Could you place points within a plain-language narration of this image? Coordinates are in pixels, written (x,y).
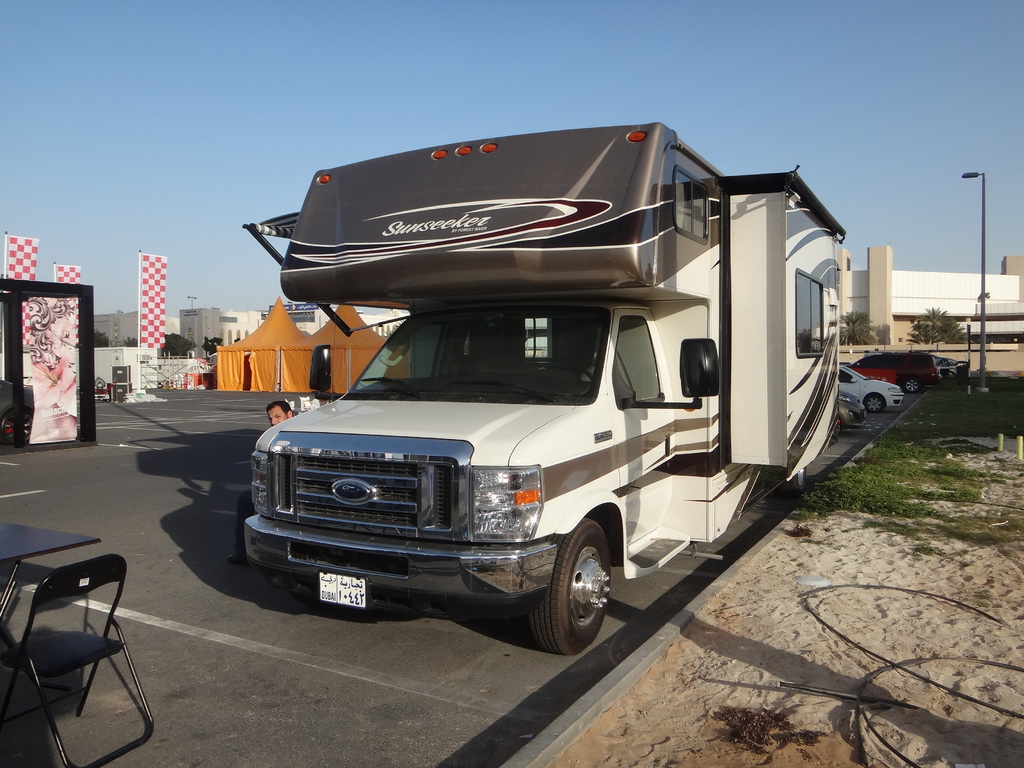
At the top (496,73) we can see sky (691,77). these are buildings (232,326). Here we can see tents (274,365) in yellow colour. This is a board (58,397). Here we can see a vehicle (400,501). This is a chair (51,591) and a table (25,538) on the road (168,570). We can see sand (909,597) and a grass (934,424) here. We can see few vehicles (889,392) parked on the road (259,408). We can see a person (279,406) near to the car (362,411). This is a light (981,389).
